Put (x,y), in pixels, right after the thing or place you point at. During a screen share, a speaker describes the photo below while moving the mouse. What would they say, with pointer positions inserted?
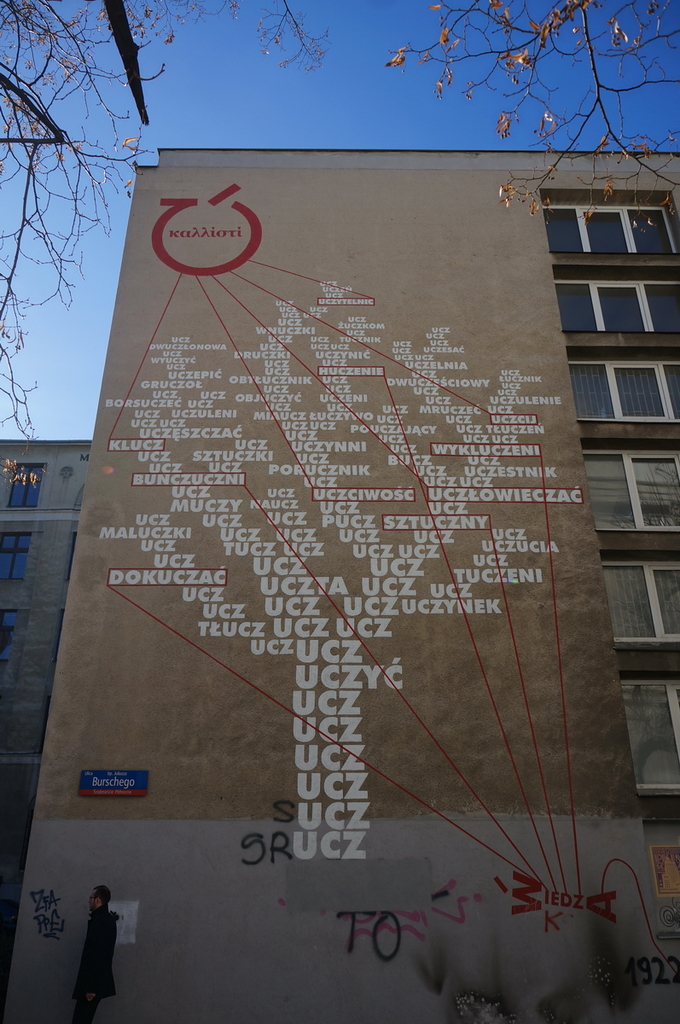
There is one man (83,1011) standing at the bottom of this image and there is a building (429,685) in the background (306,617). We can see there is some text (236,556) written on it, and there are some windows (626,383) on the right side of this image (618,295). There is a sky (199,125) at the top of this image (261,88). We can see stems (122,46) and leaves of a tree (544,27) at the top of this image (444,52).
